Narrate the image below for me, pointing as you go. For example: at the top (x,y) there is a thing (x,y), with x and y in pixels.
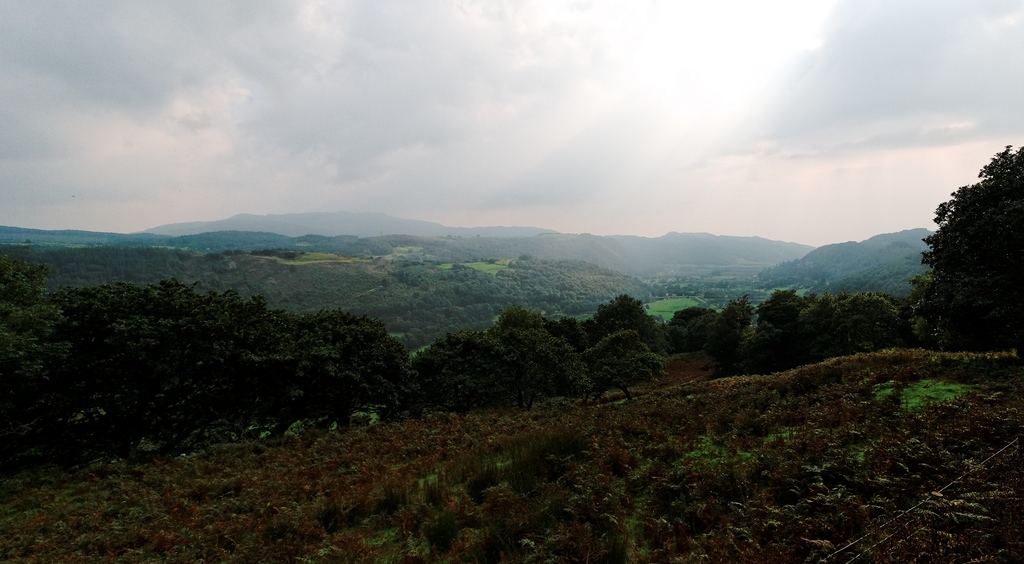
In this image I can see grass (524,466), plants (491,408), trees (491,385) and mountains (495,249). At the top (469,110) I can see the sky (502,99). This image is taken may be near the hill station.
